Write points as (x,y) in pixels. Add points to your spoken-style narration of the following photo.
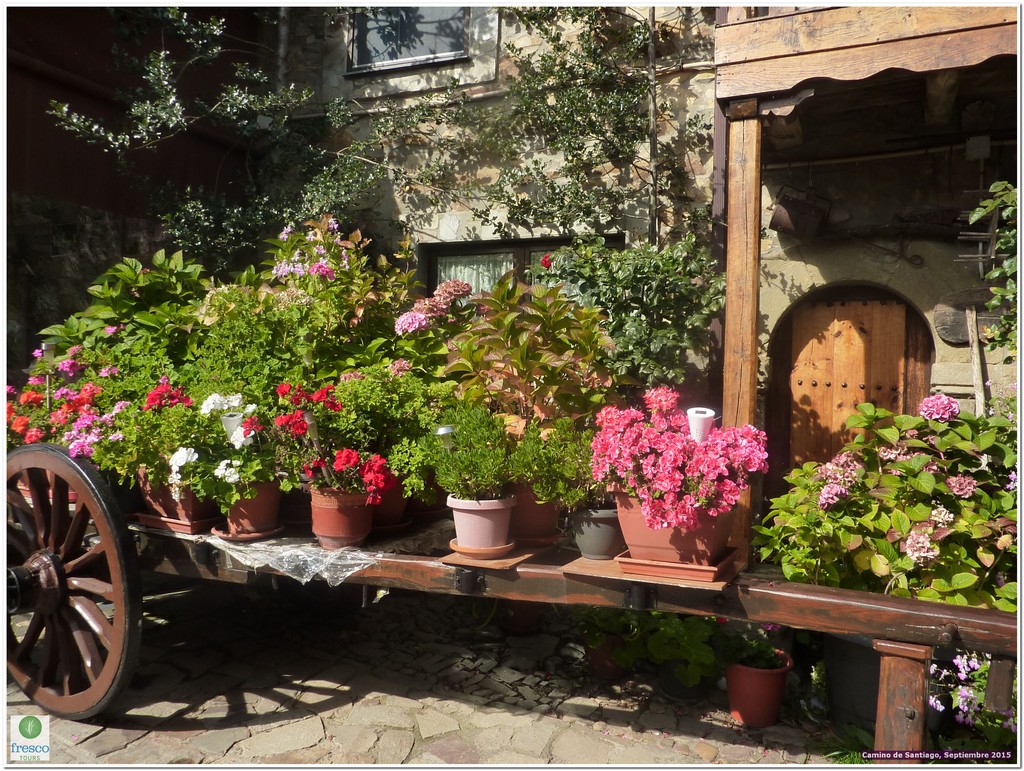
In the picture there is a cart (133,526), on the cart (121,516) there are many house plants (283,482) present, there are flowers (227,477) present, beside the cart (152,552) there are trees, there may be a building (999,49), there are glass windows (463,11) present on the wall (955,365).
